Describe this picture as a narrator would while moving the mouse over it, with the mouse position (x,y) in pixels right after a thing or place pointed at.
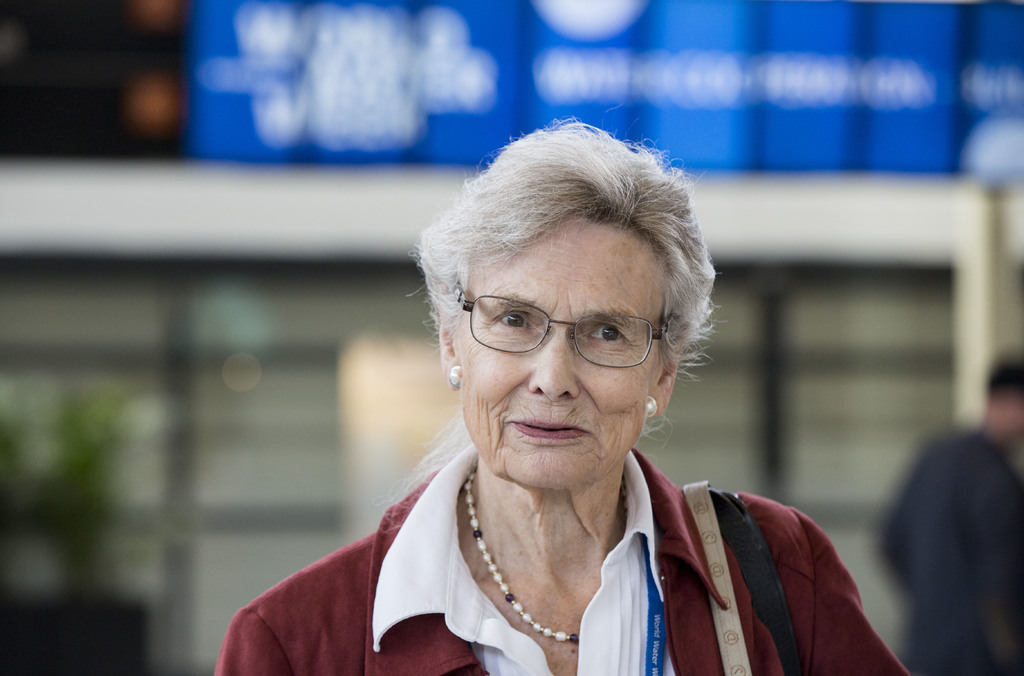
In this image we can see a woman (507,435) smiling.
